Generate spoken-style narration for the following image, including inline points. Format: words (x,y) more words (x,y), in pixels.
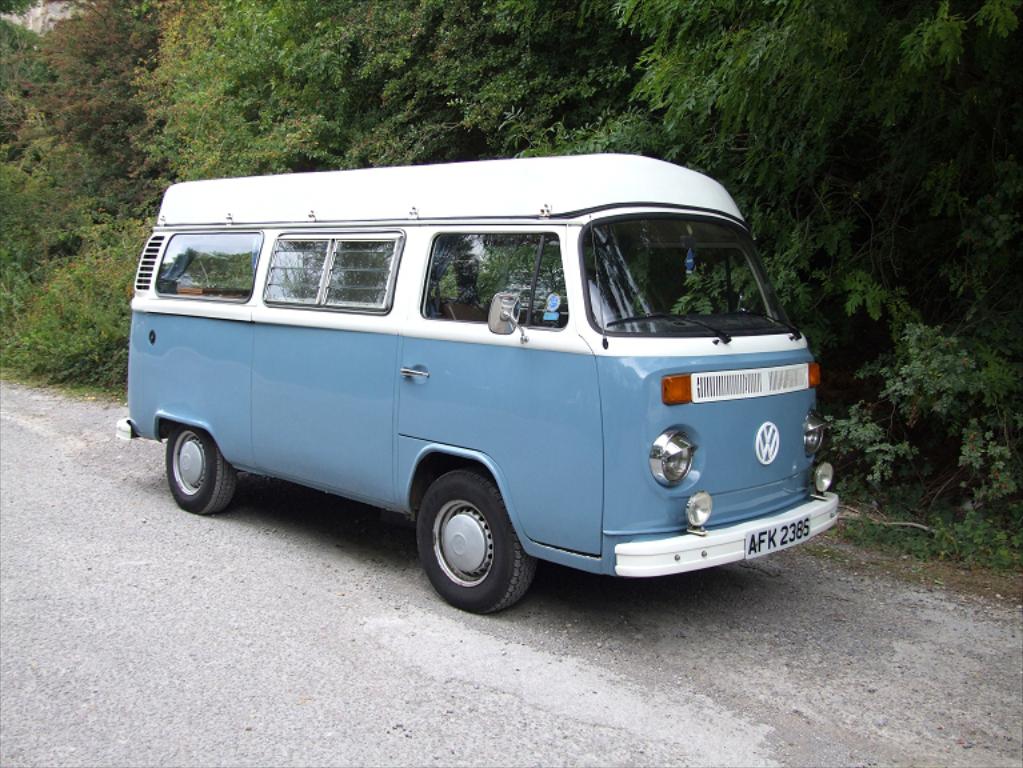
In this image in the front (369,400) there is a vehicle (494,459) on the road (677,591) which is white and blue in colour. In the background (366,60) there are trees (478,62).
